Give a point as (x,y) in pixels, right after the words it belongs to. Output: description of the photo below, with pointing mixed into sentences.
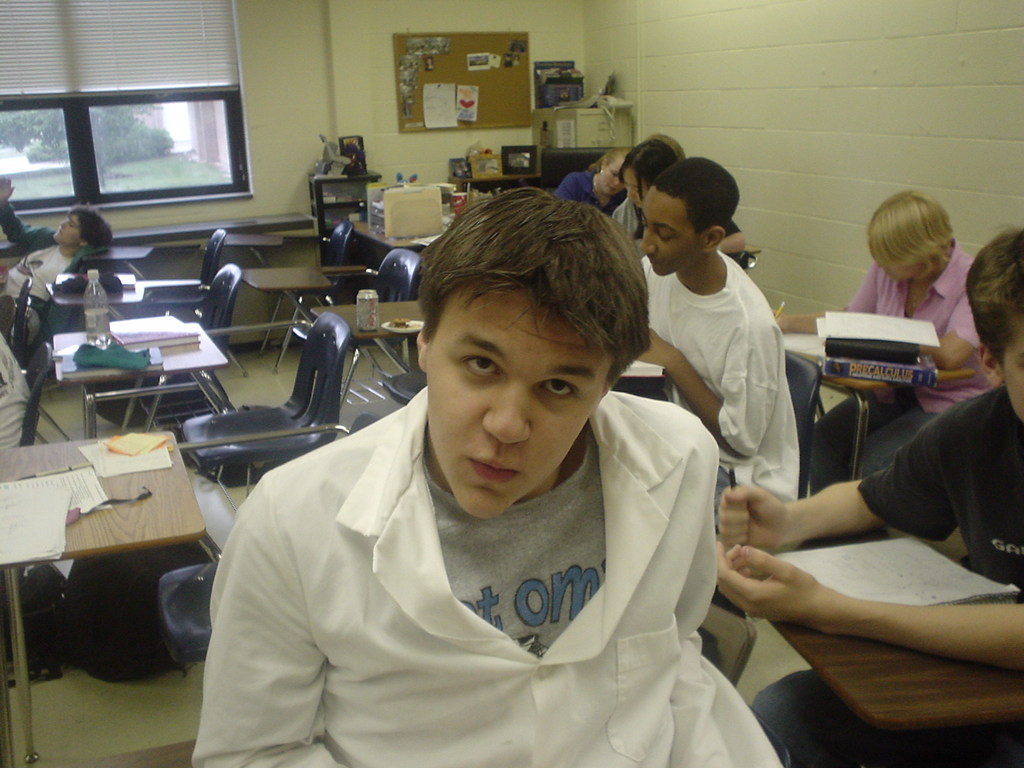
The picture is taken in a classroom (317,317). In the picture there are paper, books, tables (155,371), chairs (226,327), backpacks (100,579), water bottle (106,323) and other objects (84,367). On the left (135,98) there are window (152,122) and window blind (191,3), outside the window (169,141) there are plants (144,147) and grass (182,172). In the center of the background (397,211) there are boxes (379,209), notice board (495,100), papers (476,101) and other objects (370,173). On the right (843,95), it is a wall (869,143).
